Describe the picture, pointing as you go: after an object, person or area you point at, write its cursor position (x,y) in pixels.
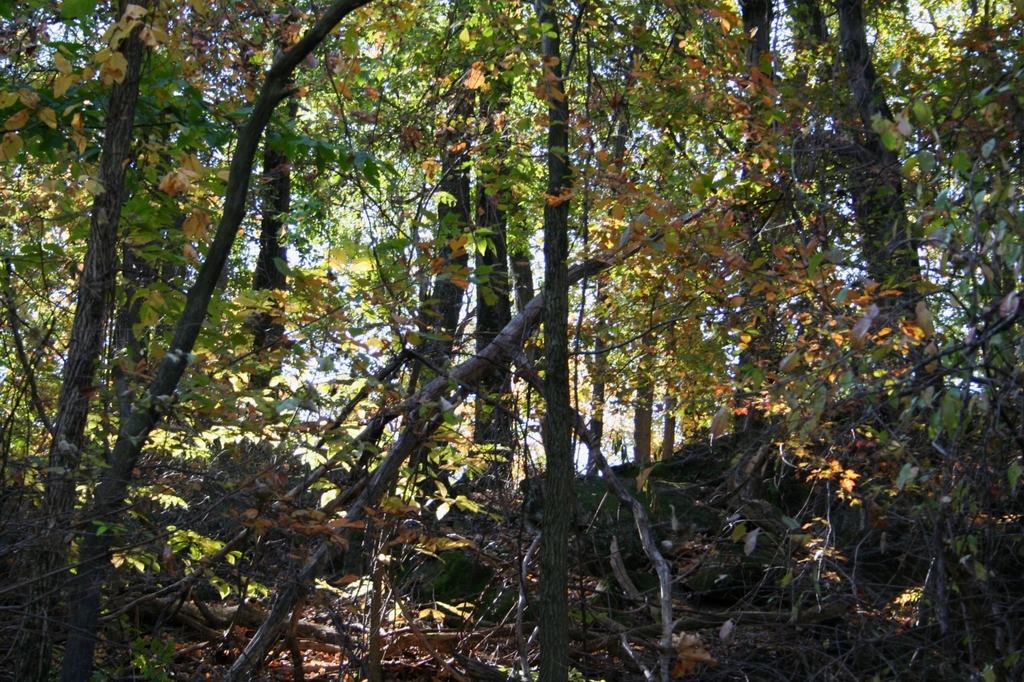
In this image we can see trees (563,515), rocks (681,520), twigs (617,578) and other objects (396,609). In the background of the image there is the sky (980,389).
